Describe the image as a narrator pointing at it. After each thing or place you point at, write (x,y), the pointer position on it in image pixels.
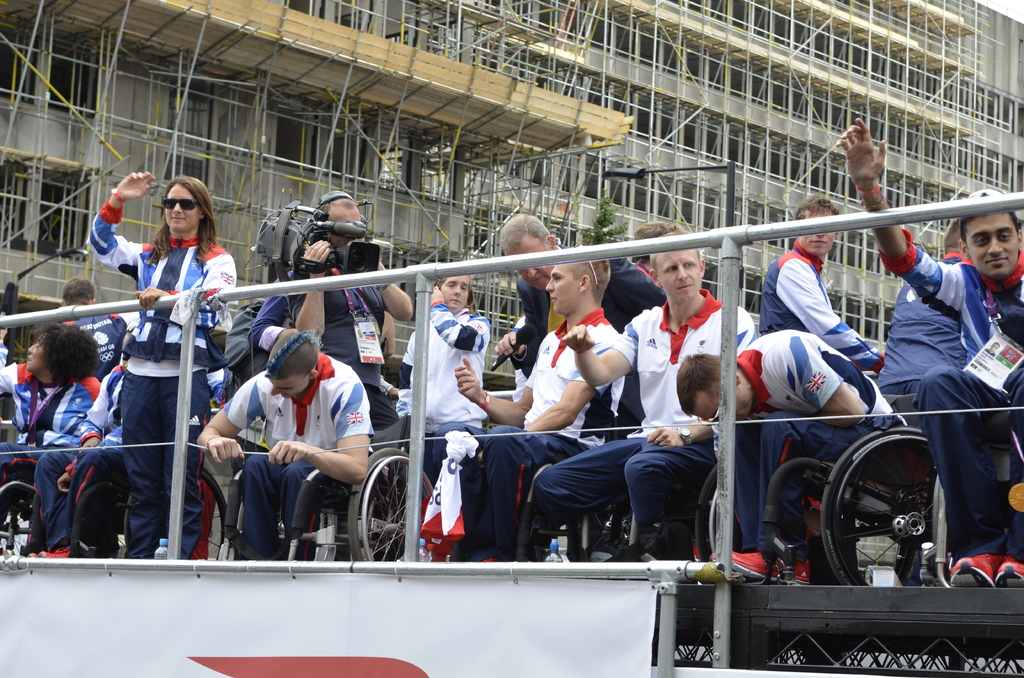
In the foreground of this image (230,630), there is a banner (234,640) and railing (192,344). Behind it, there are people (625,370) sitting on the wheel chairs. Few are standing and also a man (347,333) holding a camera (362,254). In the background (595,43), there is a building (598,46) under construction and the poles (728,196).
